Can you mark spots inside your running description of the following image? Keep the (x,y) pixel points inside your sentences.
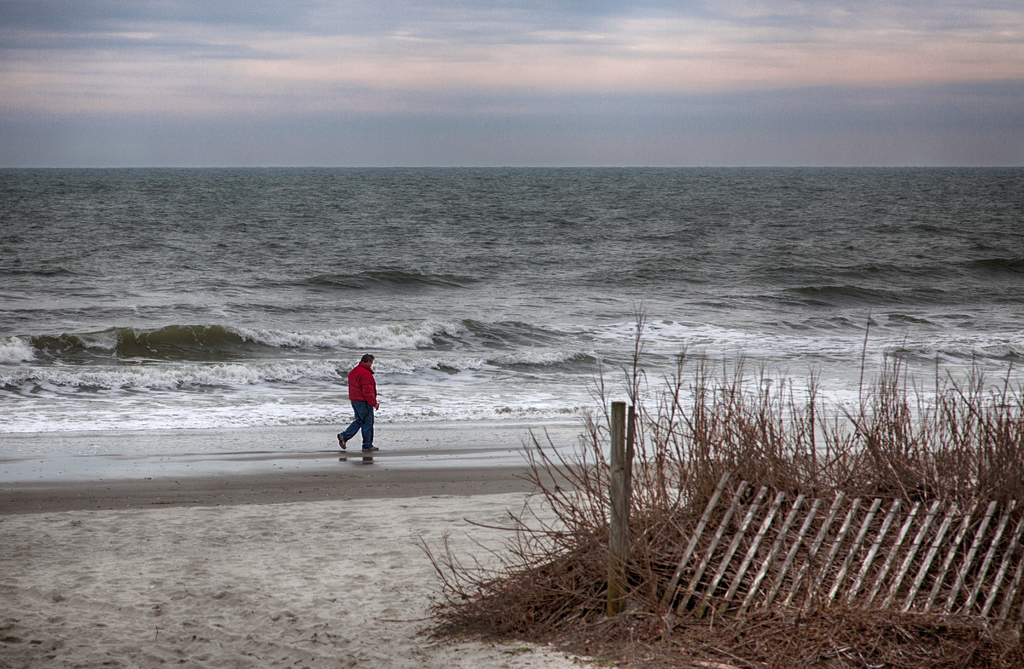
In this image, we can see a person (352,424) is walking at the sea shore (359,472). At the bottom (413,502), we can see sand (506,660), wooden sticks (686,604) and twigs (574,575). Background (847,247) we can see the sea (557,169) and sky (433,106).
